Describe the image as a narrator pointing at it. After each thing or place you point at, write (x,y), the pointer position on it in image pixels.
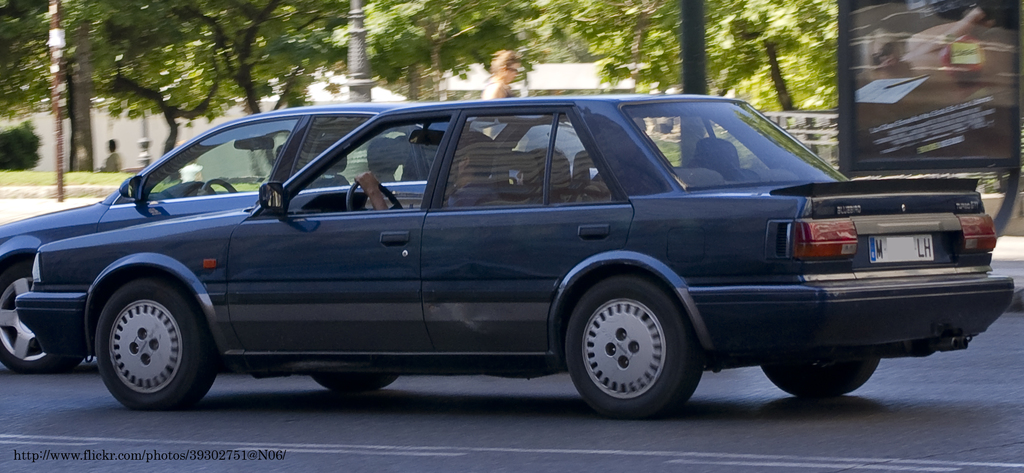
This picture is clicked outside. In the center (522,280) we can see the person's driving the cars (270,246) and we can see the text (970,109) and some pictures (958,46) on the poster (862,50) and we can see the group of people (501,80) in the background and we can see the trees (287,48), poles (60,151), plants (20,149), green grass (75,179) and many other objects (528,92). In the bottom left corner (91,453) we can see the watermark (273,460) on the image and we can see the houses (123,117) in the background (126,137).
